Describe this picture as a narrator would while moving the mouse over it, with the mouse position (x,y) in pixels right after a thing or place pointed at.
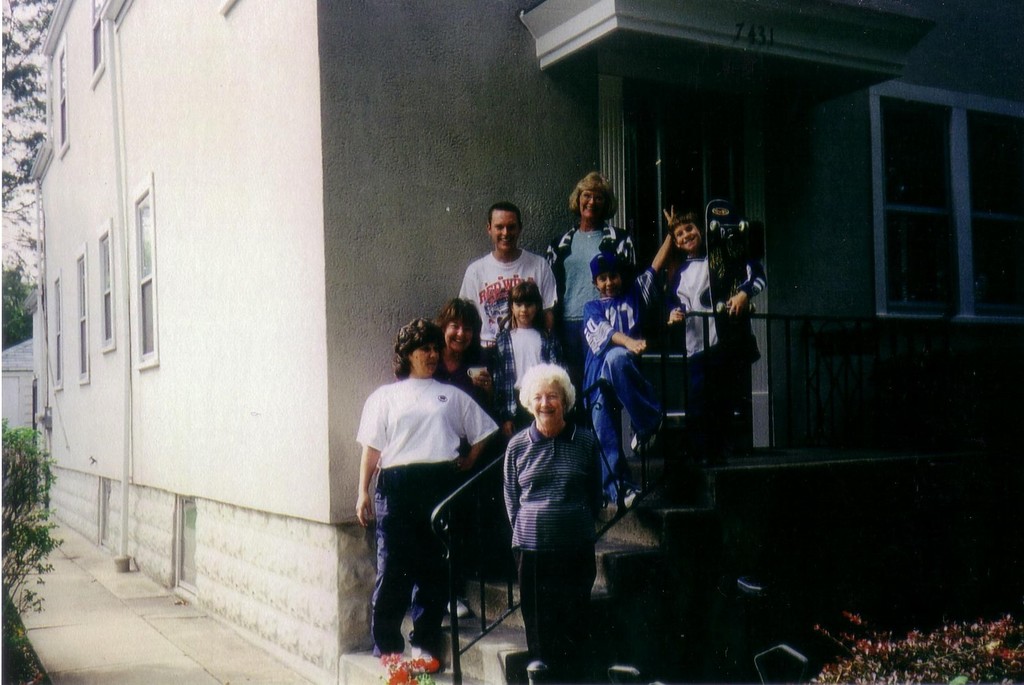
In this image there are group of people (506,333) standing on the staircase (718,530). In the background (318,128) there is a building (250,116) with the windows (151,228). At the bottom (922,660) there are flowers (886,656) near the staircase (486,664). On the left side (15,525) there is a garden (12,588) in which there are plants (30,471).
